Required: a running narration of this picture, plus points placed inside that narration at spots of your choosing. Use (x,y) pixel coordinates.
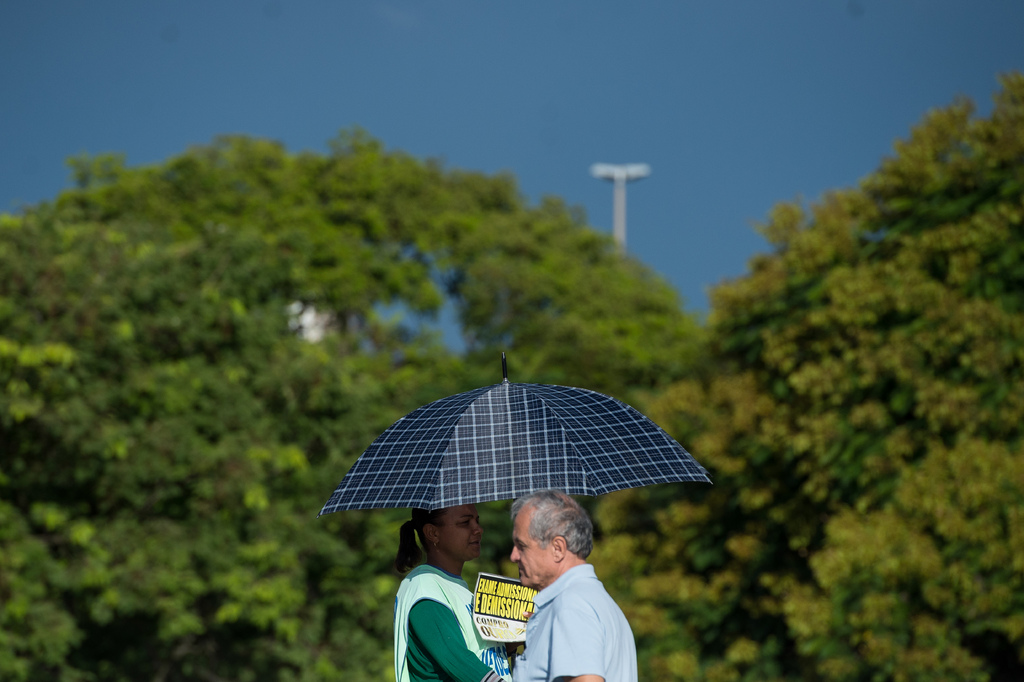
In this image there is a woman (455,566) holding an umbrella (528,464) and a poster (503,610). Bottom of the image (578,635) there is a person (578,635) wearing a shirt (584,631). Background (597,270) there are trees (674,386). Behind there is a street light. Top of the image (596,158) there is sky (534,92).
